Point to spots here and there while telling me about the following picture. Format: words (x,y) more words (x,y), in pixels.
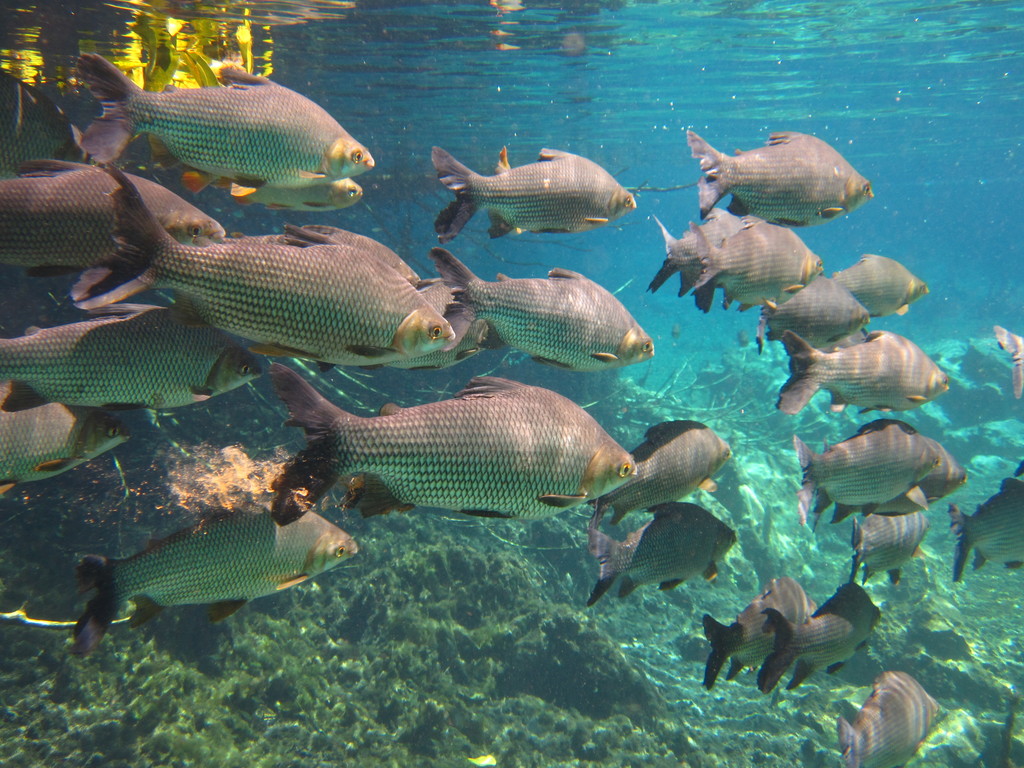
In this image there are fishes (365,302) are visible below the surface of the water (764,489).
